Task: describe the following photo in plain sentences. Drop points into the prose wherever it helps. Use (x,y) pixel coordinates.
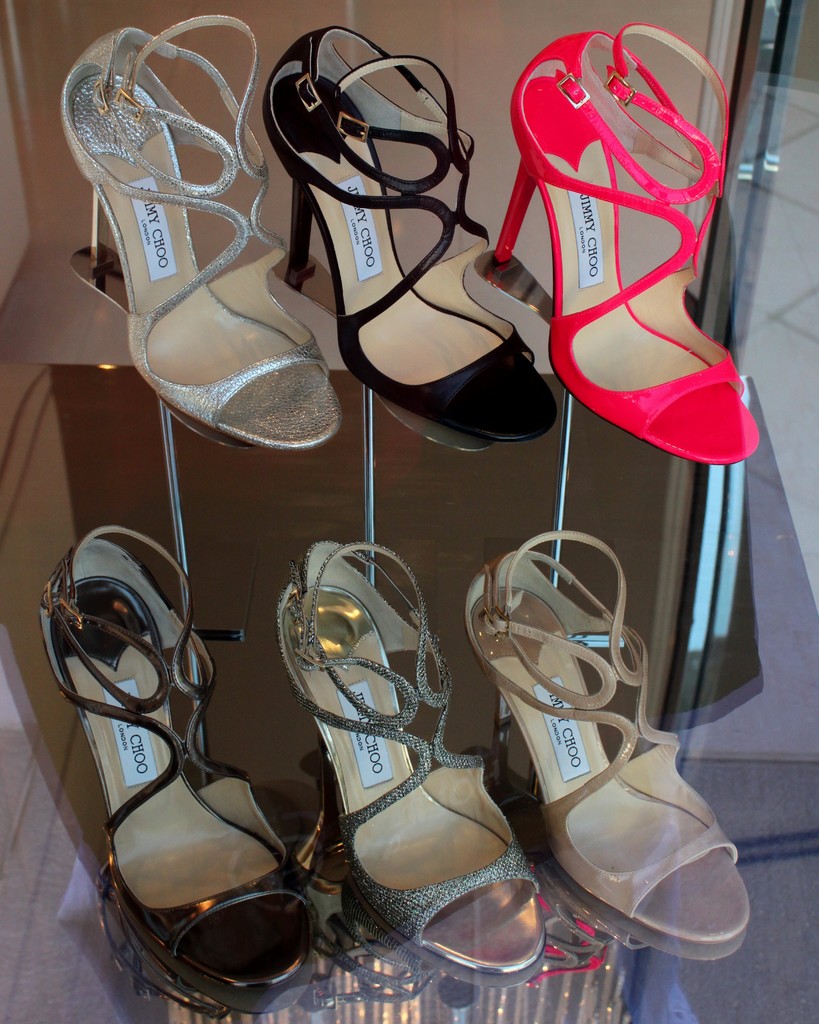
In this image I can see few sandals (447,674) in multicolor and I can see the brown color background (320,1).
